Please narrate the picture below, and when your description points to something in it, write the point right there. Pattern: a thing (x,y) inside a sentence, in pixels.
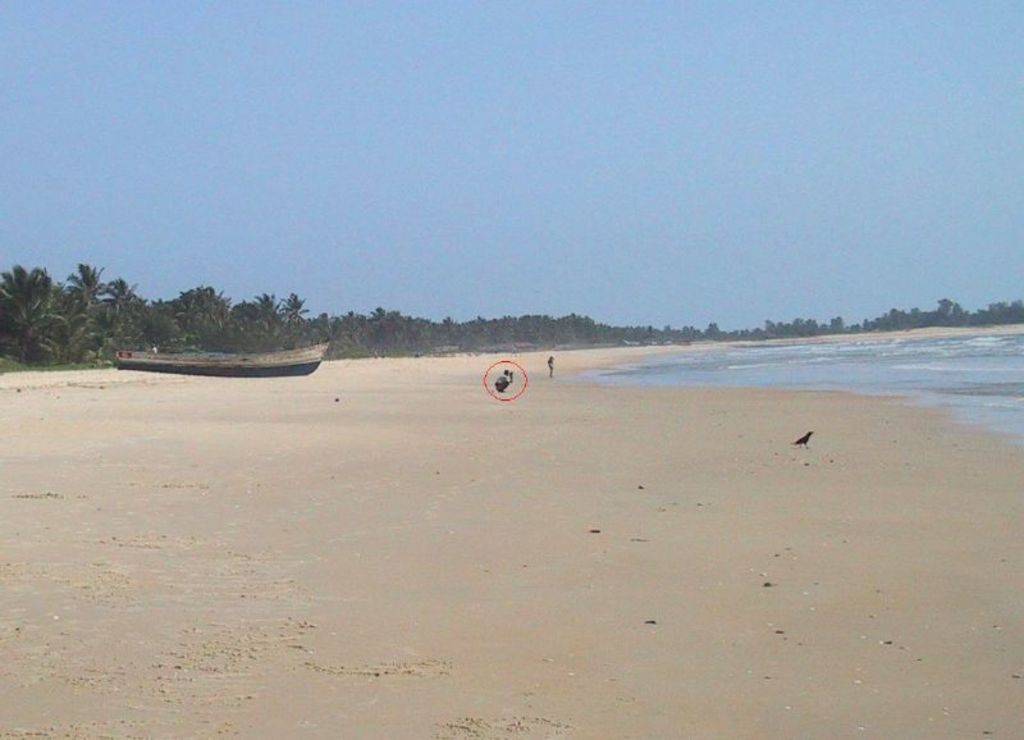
In this image I can see a beach (474,476). On the right side (871,371) I can see an ocean (851,381). I can see a boat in the beach (197,424). I can see few trees (547,335). I can see two persons (548,361). I can see a bird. I can see the sky (545,142).
